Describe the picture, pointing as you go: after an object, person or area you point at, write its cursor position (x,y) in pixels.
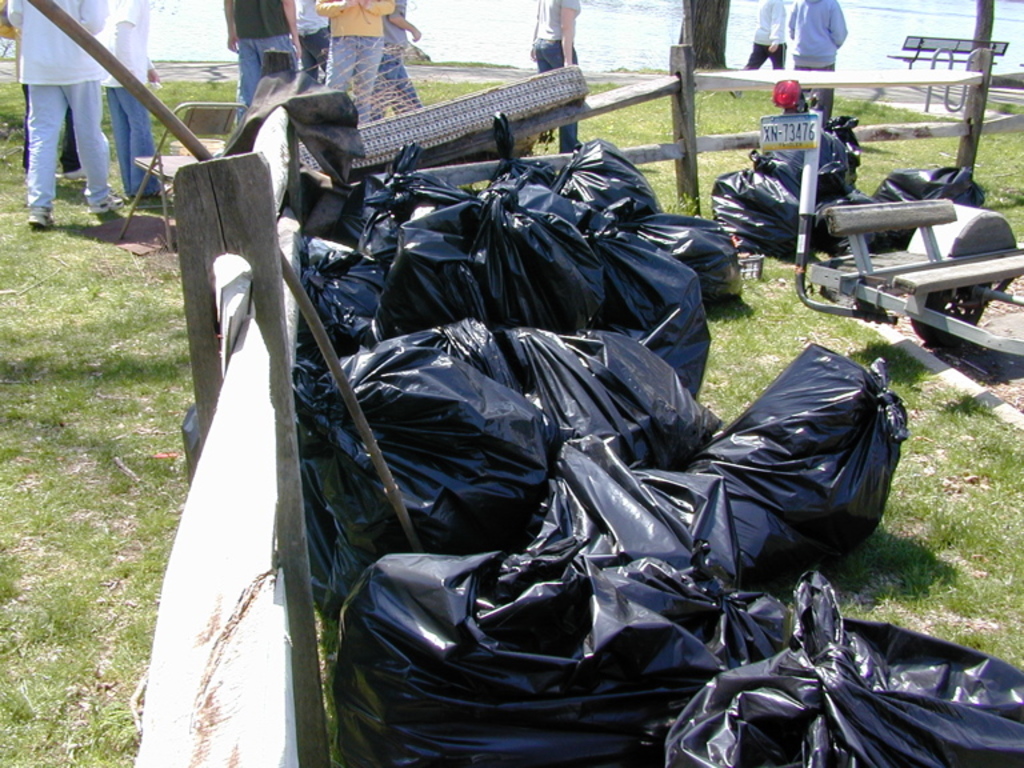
In the image there are few black cover bags (717,424) inside wooden fence (187,761) and behind there are few people (780,44) walking on the grassland (125,276) followed by a lake (891,13).
